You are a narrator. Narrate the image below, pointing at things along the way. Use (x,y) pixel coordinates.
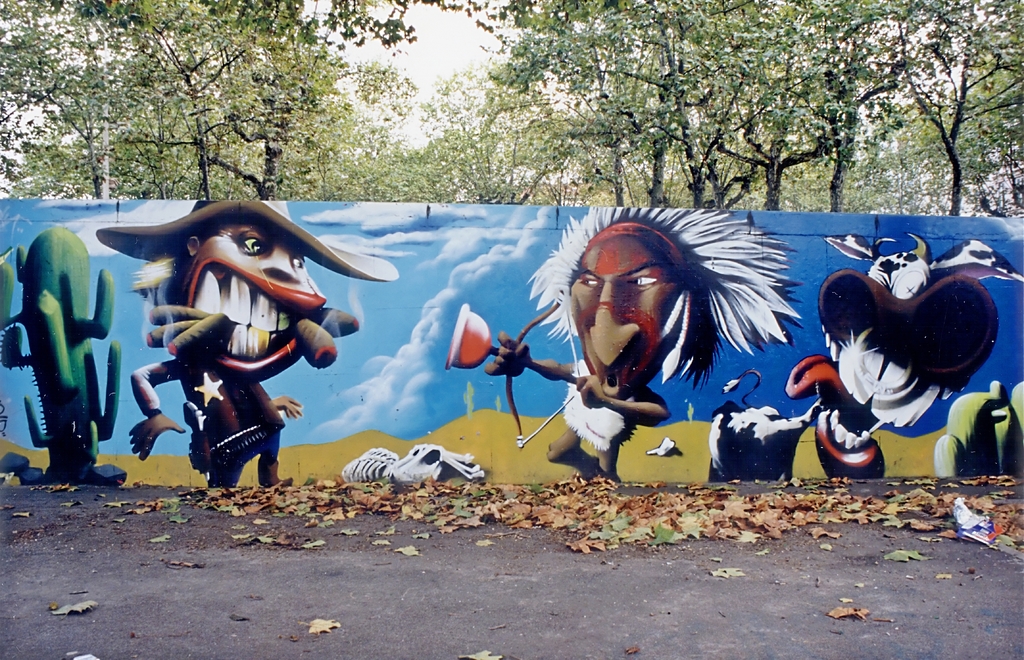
In this picture we can see dried leaves (747,535) on the ground (327,641), painting (256,424) on the wall (597,330), trees (474,88) and in the background (432,49) we can see the sky (433,66).
